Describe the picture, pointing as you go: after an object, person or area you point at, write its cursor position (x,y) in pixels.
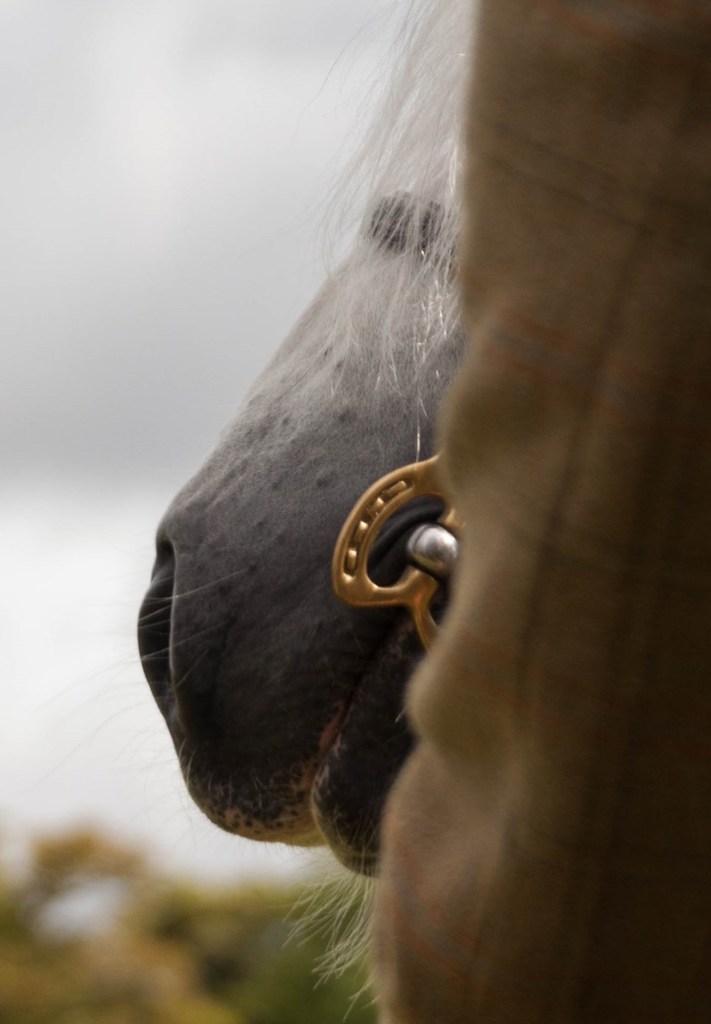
In this picture we can see an animal (188,554) and a cloth (489,779). Behind the animal (261,598) there is the blurred background (175,983).
